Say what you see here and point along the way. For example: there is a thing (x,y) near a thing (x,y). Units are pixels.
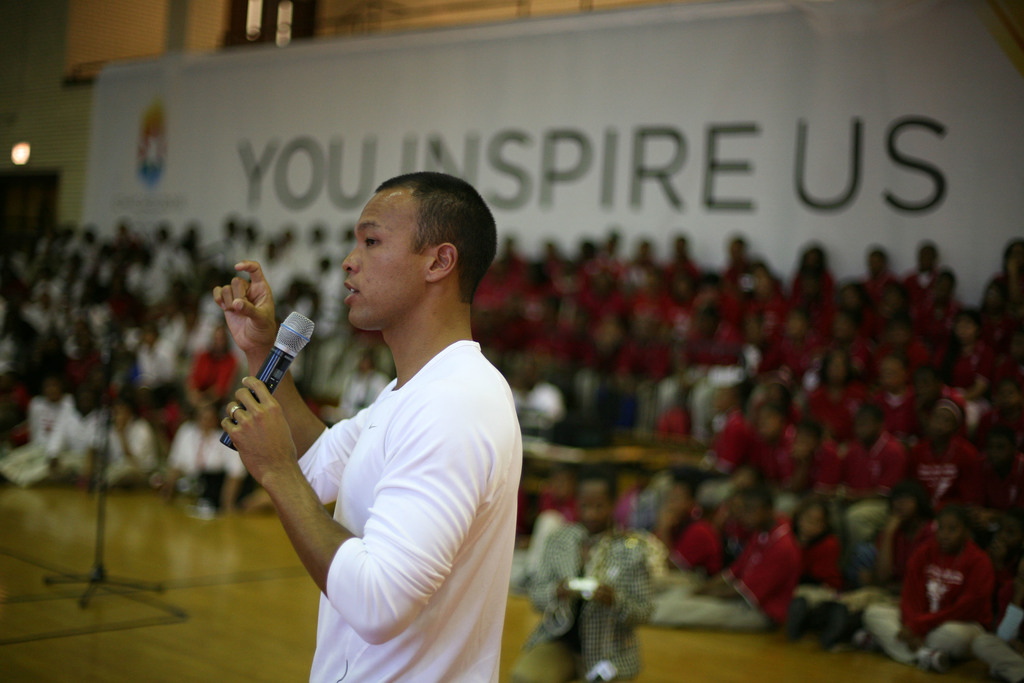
In this image I can see one person (342,525) is wearing white color dress (405,459) and holding a mic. Back I can see few people (544,365), wall (80,143) and the white color board (324,119).
